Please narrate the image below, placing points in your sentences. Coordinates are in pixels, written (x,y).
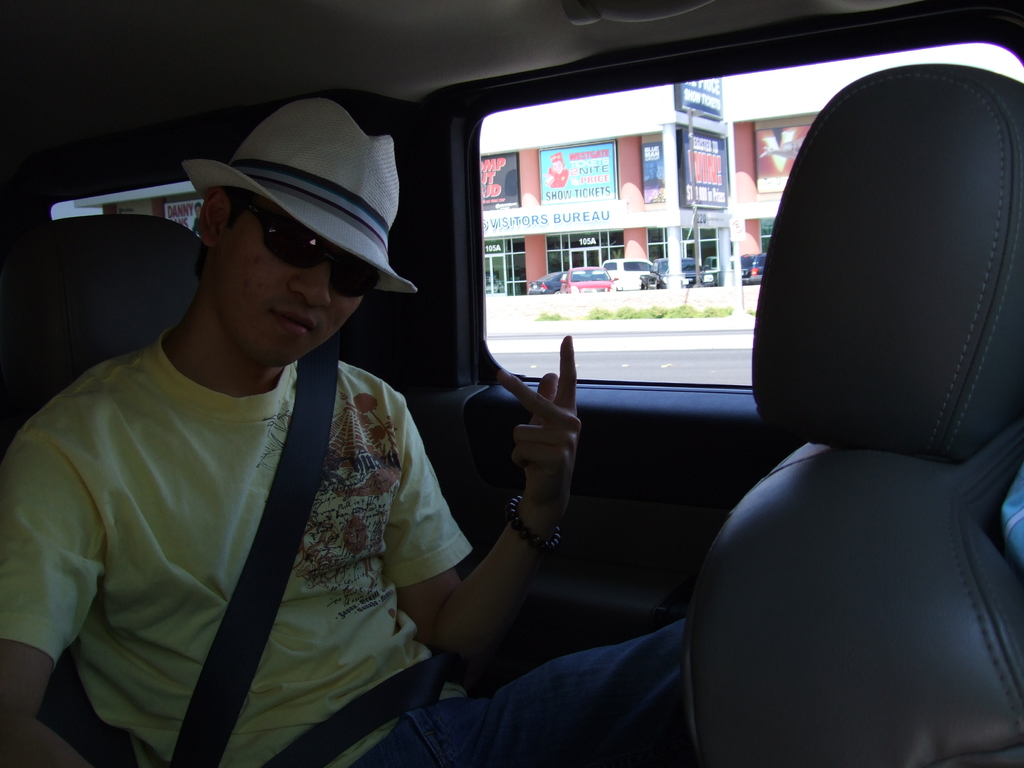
In this picture we can see a man (367,492) sitting on vehicle (401,357) with seat belt (262,591) wore goggles (272,222), cap (316,214) and from window (532,162) we can see banner (645,181), building (638,163), door (598,251), cars (586,279), grass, road (609,352).
